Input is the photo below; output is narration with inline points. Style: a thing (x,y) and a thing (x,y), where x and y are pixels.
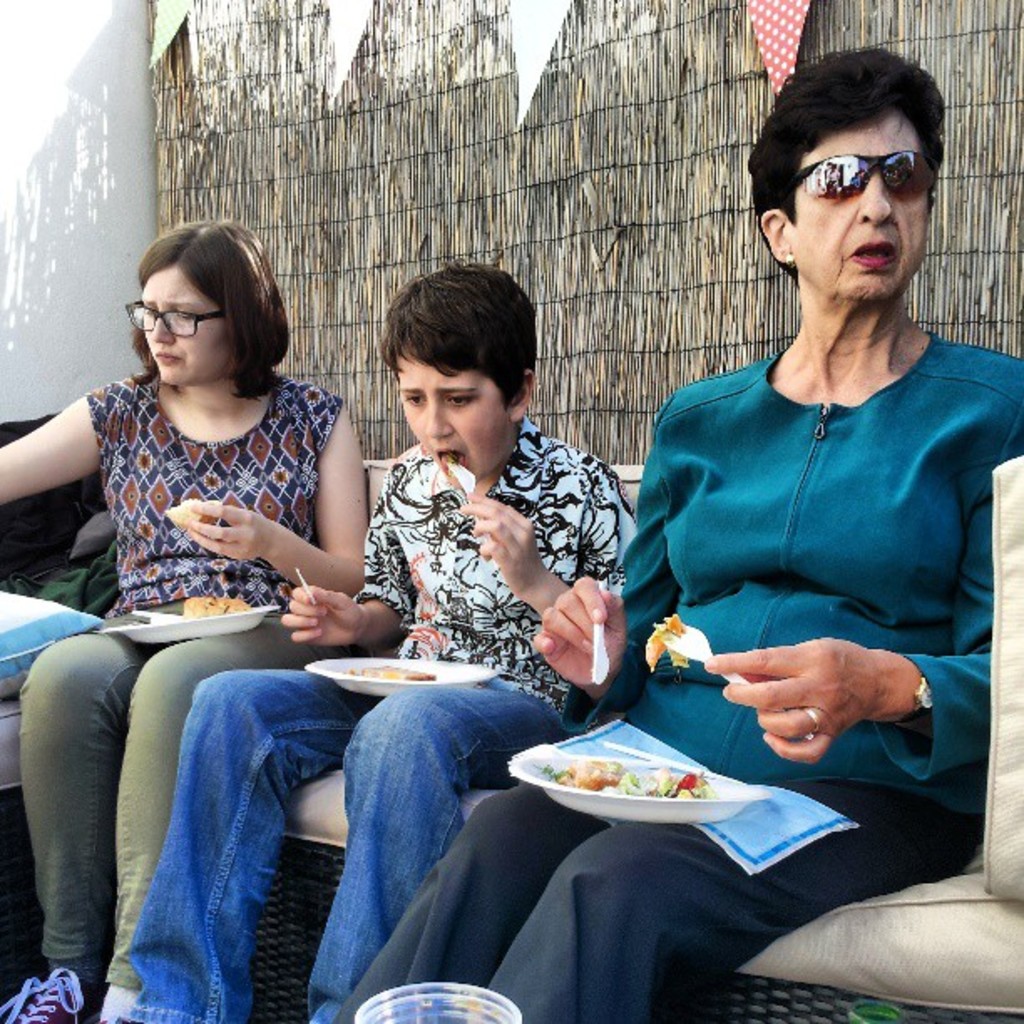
In this picture, we see two women (206,438) and a boy (527,525) are sitting on the sofa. We see the plates (234,617) containing the food (706,787) are placed on their laps (107,638). They are eating the food (620,788). The woman (629,562) on the right side (772,669) is holding a fork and a knife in her hands (589,629). At the bottom (405,1010), we see the glasses (452,983). On the left side (51,622), we see a pillow (22,621). In the left top (53,216), we see a wall (20,94) in white color. In the background (447,194), we see a wooden blind (547,223) and the flags (518,46) in white, red and green color.
